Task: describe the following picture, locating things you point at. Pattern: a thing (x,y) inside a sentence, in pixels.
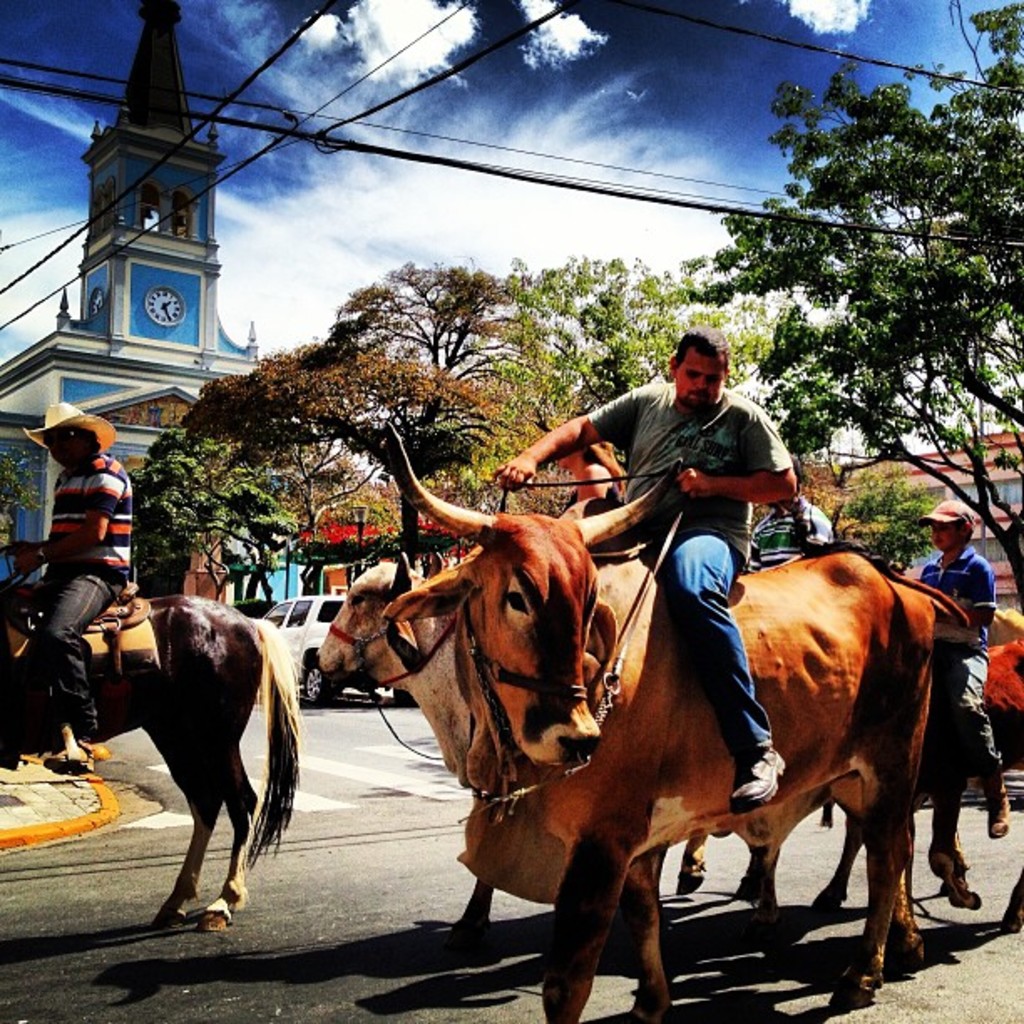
In this image I can see there are few persons (791,517) riding on horse (26,671) and cattle (487,878) on the road (118,934), at the top (487,125) I can see the sky (518,118), in the middle (431,382) I can see trees (521,432) and towers (126,260) and vehicles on the road (339,752), buildings (127,225).
